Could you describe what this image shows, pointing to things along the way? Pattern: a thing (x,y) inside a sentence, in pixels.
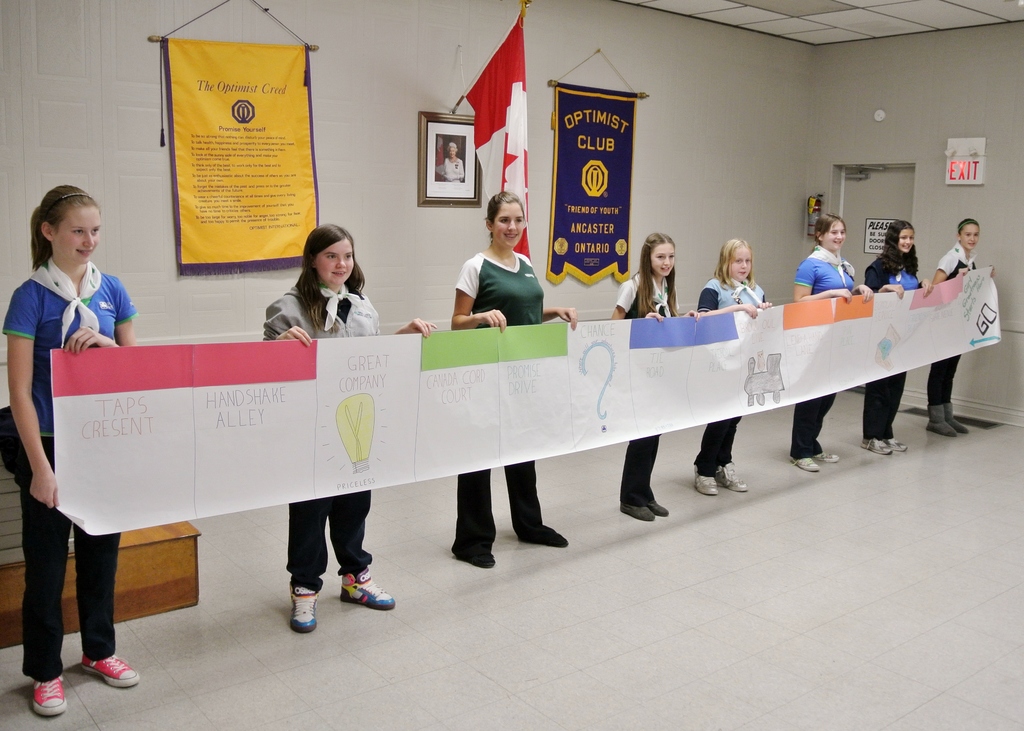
This picture is clicked inside the hall (24,244). In the center (476,291) we can see the group of women (642,271) wearing t-shirts (719,293), holding a banner (789,344) and standing and we can see the text (119,414) and some pictures (368,428) on the banner (877,340). In the background (434,130) we can see the flag (510,159) and the picture frame (449,200) hanging on the wall (339,160) and we can see the text (575,111) on the banners (235,110) hanging on the wall (701,97), we can see the door (874,186) and some other objects (141,597). At the top (829,23) we can see the roof (823,25).
